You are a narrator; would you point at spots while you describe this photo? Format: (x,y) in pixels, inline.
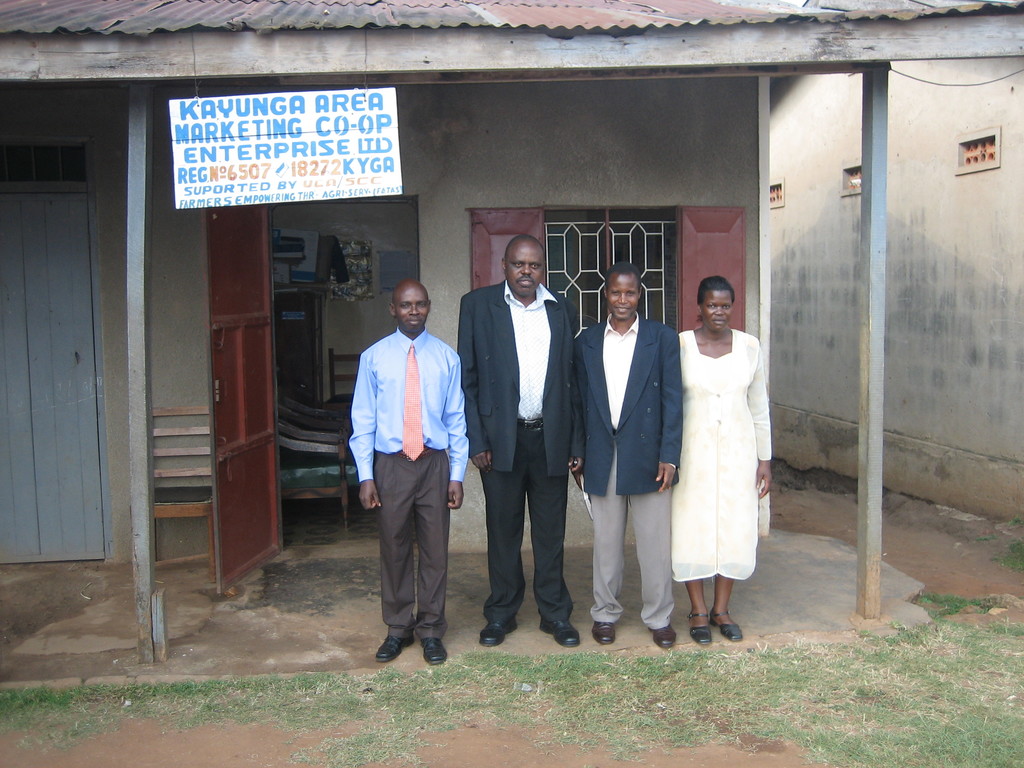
In this image, in the middle (486,396), we can see four people (605,500) are standing on the land (538,747). On the right side (959,317), we can see a wall (1008,229) and windows (990,152), we can also see pillars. On the left side (142,382), we can also see a pillar (144,276) and a hoarding (304,139). In the background (318,254), we can see a house (591,282), chair (196,448), windows (579,274), doors (70,304). At the bottom (949,687), we can see a grass (908,660).
